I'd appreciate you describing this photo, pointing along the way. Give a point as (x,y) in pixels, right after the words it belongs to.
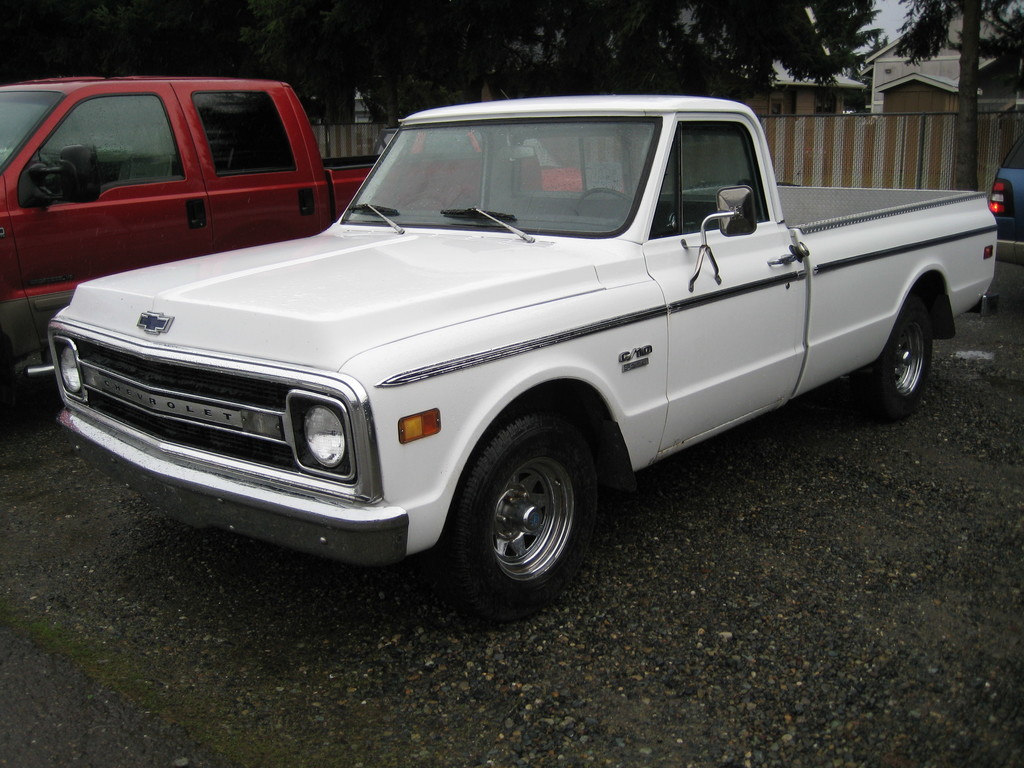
Here in this picture we can see cars (1008,185) and trucks (231,225) present on the road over there and behind that we can see trees (355,31) present all over there and we can see a wall (788,127) and a house (883,69) present over there.
